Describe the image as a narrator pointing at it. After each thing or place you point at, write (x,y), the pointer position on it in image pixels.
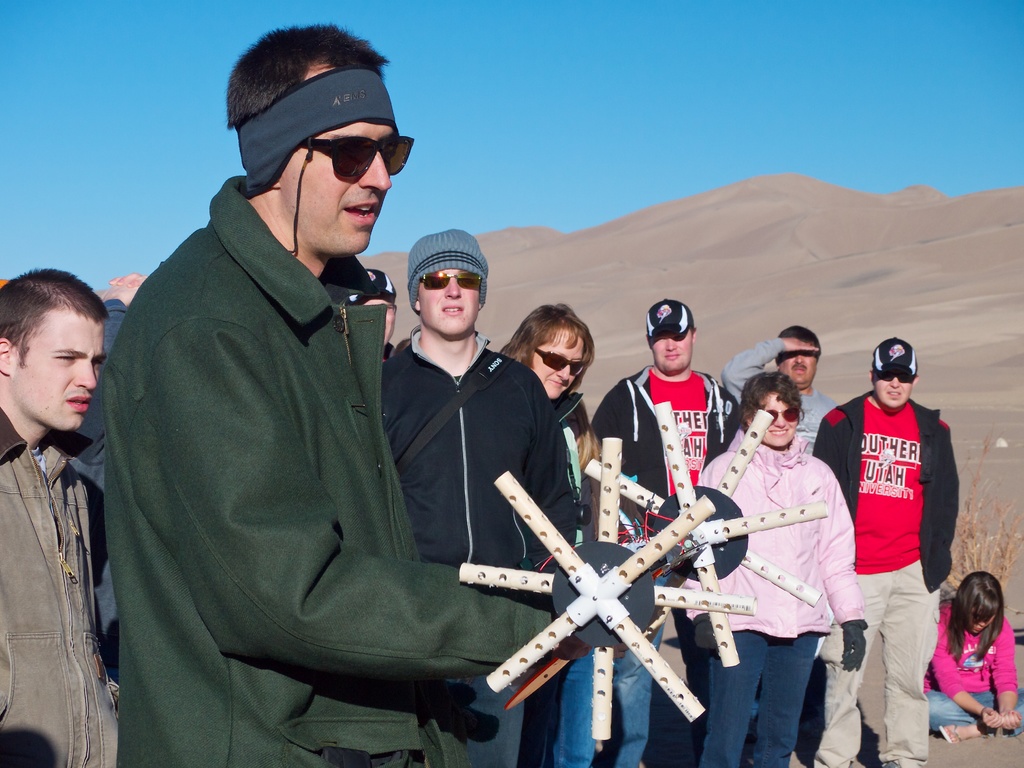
In this picture we can see a group of people (517,463) standing on the path (980,743) and a woman (981,691) is sitting. A person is holding an object (556,558) and behind the people (543,471) there is a plant (982,554), hill (695,221) and a sky (726,122).
